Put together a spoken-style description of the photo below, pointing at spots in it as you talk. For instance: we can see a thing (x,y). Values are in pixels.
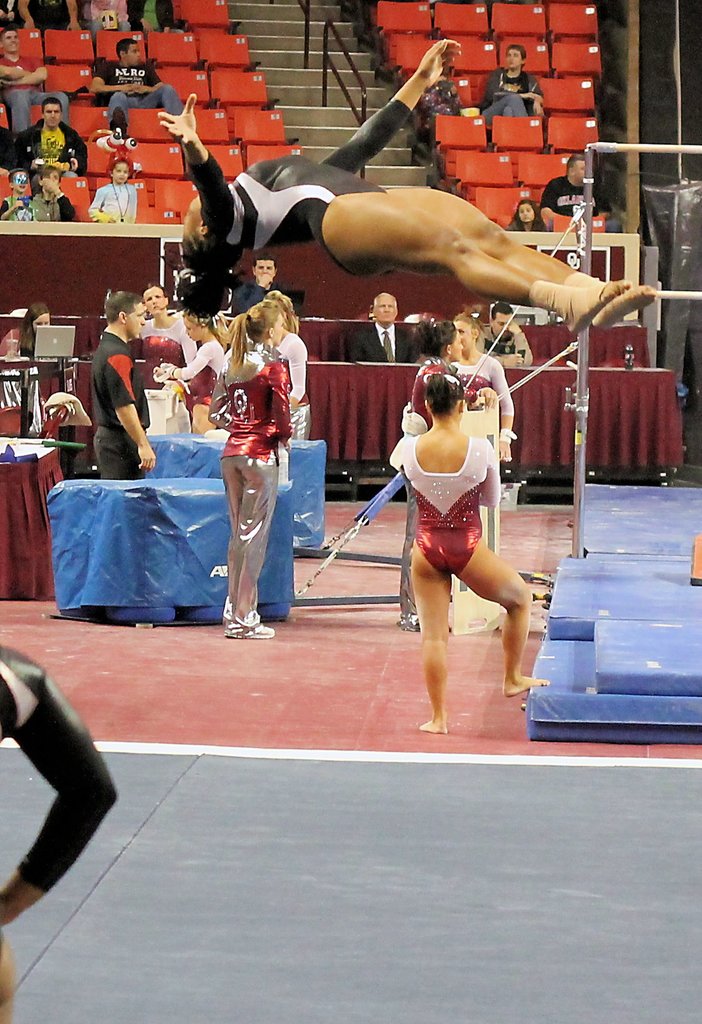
In this image, we can see persons (102,388) wearing clothes (252,182). There are some persons (511,57) sitting on seats (419,48). There is a person (510,234) in the middle of the image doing gymnastics. There are crash beds (616,610) on right side of the image (693,542).
